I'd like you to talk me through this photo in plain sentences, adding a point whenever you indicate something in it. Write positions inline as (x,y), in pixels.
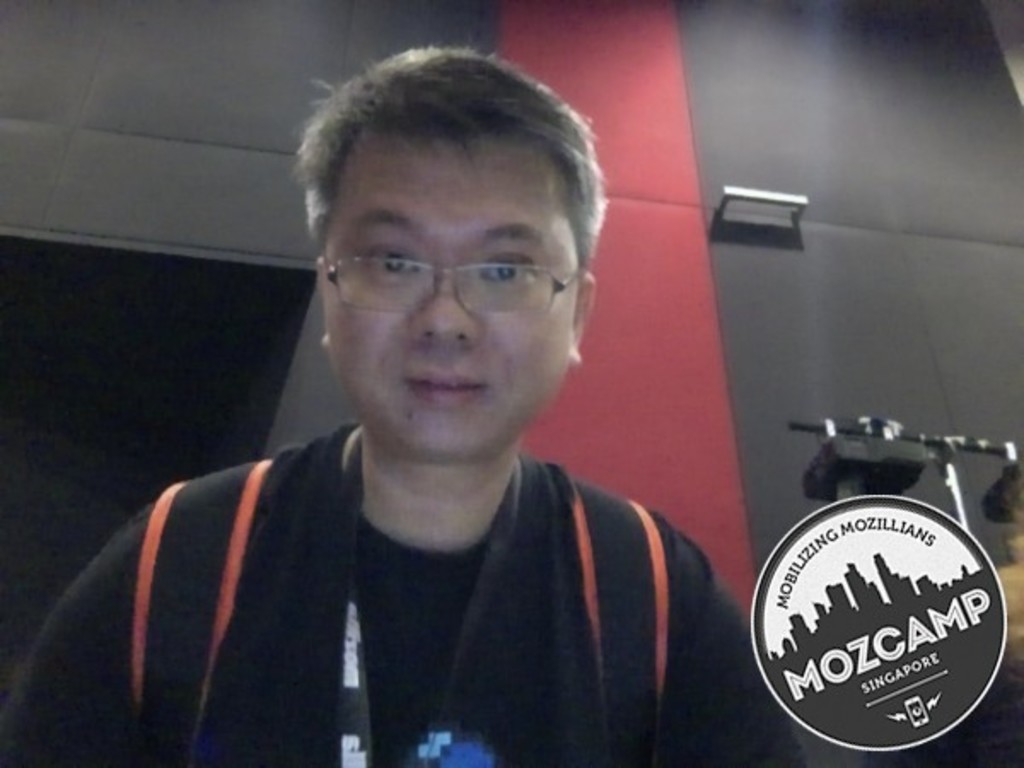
In this picture I can observe a man (340,513) wearing black color T shirt (377,693), bag (222,507) and a tag (361,657) in his neck (383,496). The man (424,609) is wearing spectacles (395,284). On the bottom right side (814,636) I can observe a logo (832,650). In the background (534,26) there is a wall (769,124) which is in black and red color.
